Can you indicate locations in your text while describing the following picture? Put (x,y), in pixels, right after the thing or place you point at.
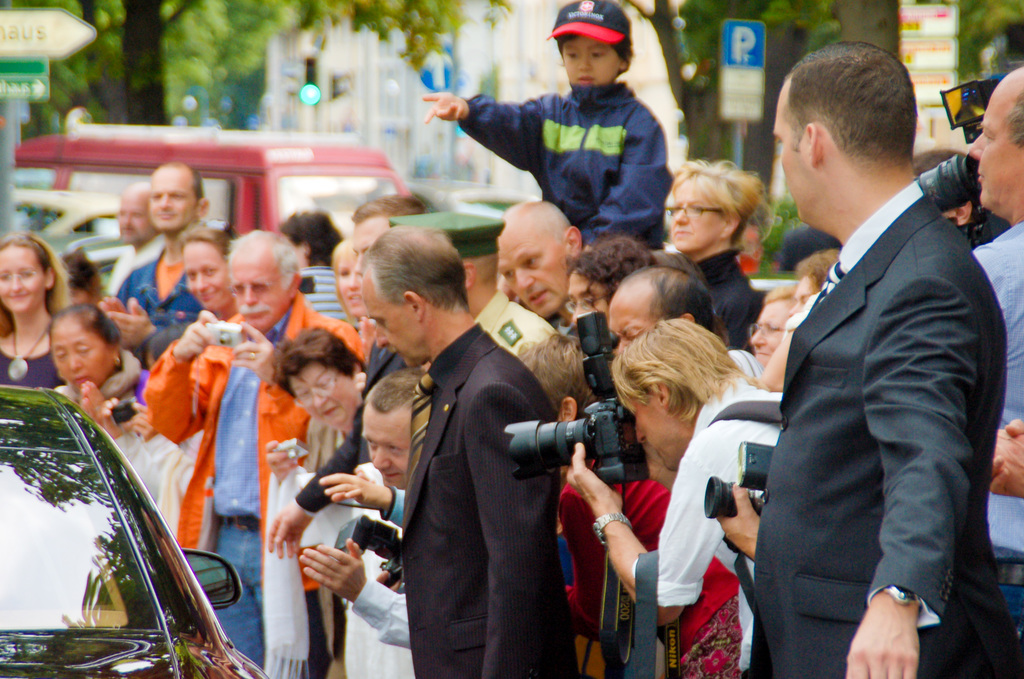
In the picture we can see a group of the people (520,420) standing and some people (175,383) are holding cameras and capturing something in the car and the car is black in color and behind them we can see some vehicle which is red in color and we can see some pole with board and some trees (244,125) beside it and behind it we can see a building (420,155) and a traffic light (315,66).
